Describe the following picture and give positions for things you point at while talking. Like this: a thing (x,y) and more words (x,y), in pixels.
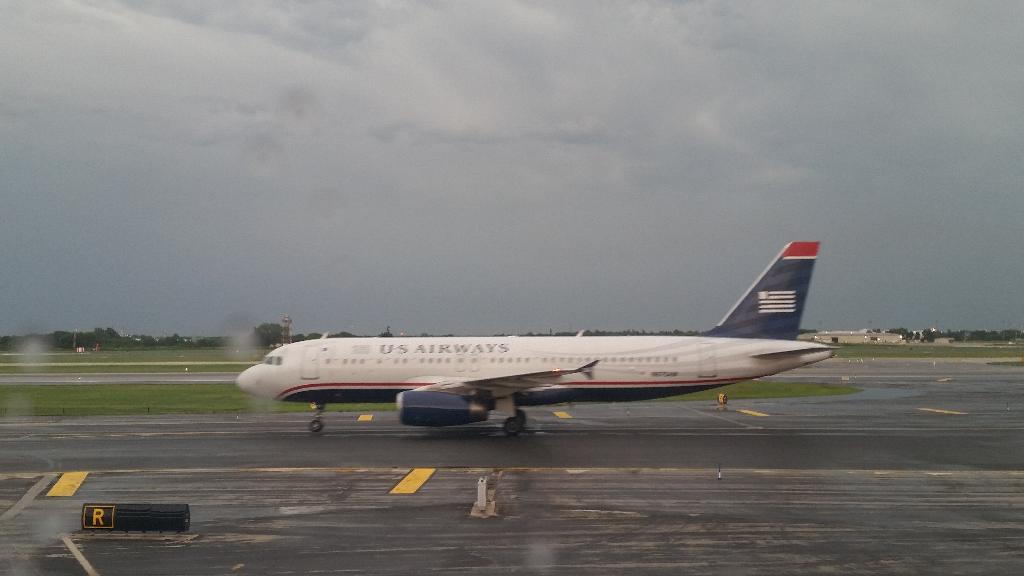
In the picture we can see a flight (566,392) on the runway (172,440) and behind it, we can see the grass surface (768,384) and in the background (144,143), we can see the trees (979,332) and the sky (495,165) with clouds (319,180).
